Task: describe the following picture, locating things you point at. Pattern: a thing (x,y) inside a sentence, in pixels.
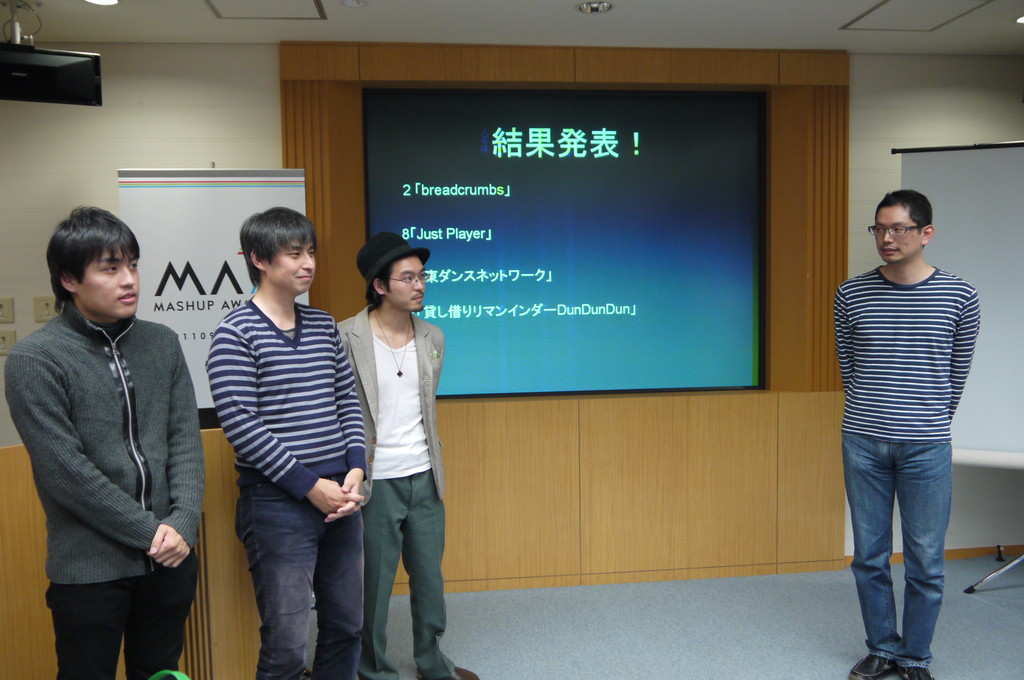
In this picture we can see the some boys (274,331) standing in the hall (498,505). On the right side (928,317) there is boy (888,364) wearing white and blue color stripe t-shirt (918,369). standing in the front (938,437). Behind there is a the projector screen (415,207). On the left side (180,186) we can see a white color roller banner (200,255). In the background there is a wooden panel wall (686,459).
